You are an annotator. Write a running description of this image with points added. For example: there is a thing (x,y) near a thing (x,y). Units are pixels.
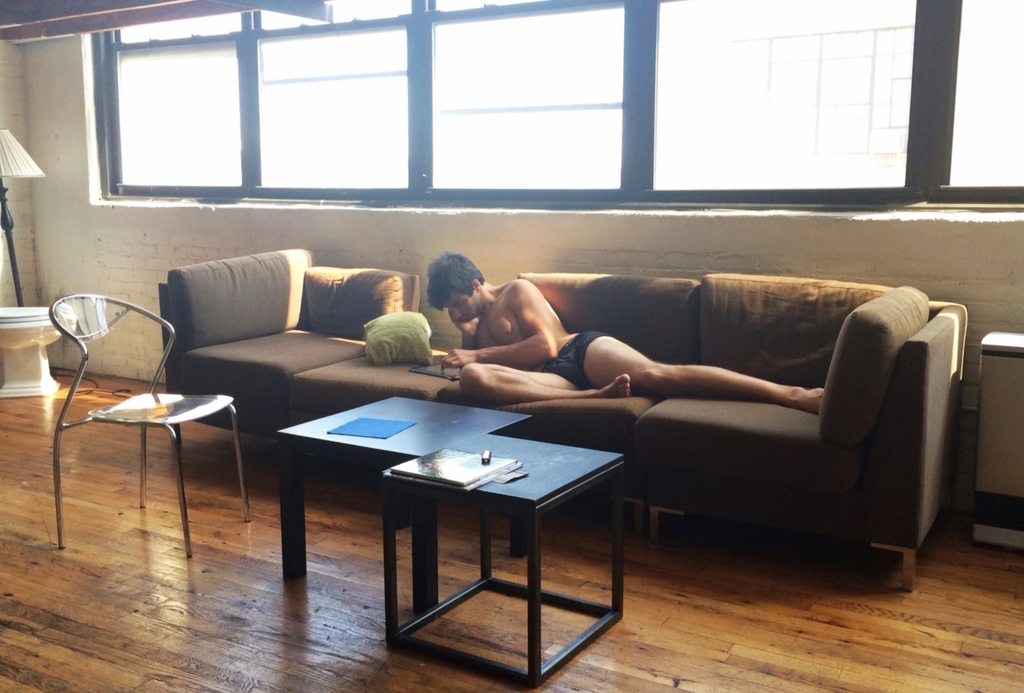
In this picture we can see a man (528,298) who is laying on the sofa (870,485). This is floor (166,634) and there is a chair (133,400). Here we can see a book (480,465) on the table (570,462). There is a lamp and this is the window (492,121).
